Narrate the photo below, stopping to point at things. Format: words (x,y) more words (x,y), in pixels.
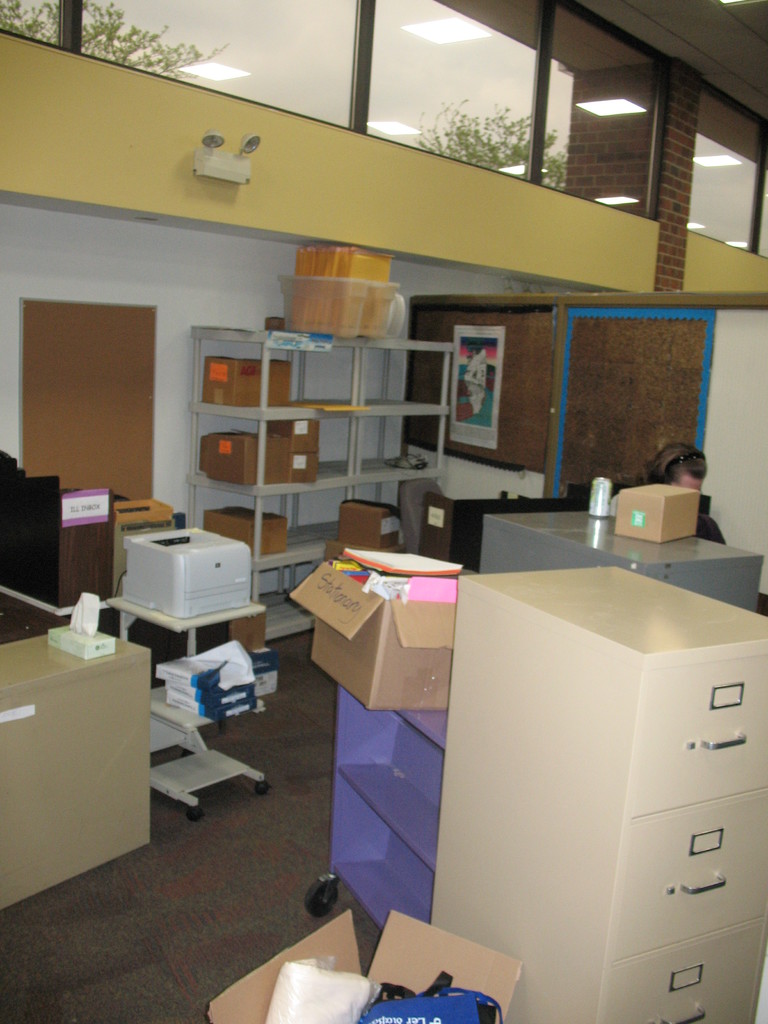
In this image we can see an office (337,868) containing a cupboard (572,826), cardboard boxes (406,698), books (355,573), printer (175,599), racks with some cardboard boxes (284,464), tin (598,503) and a cardboard box (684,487) on the table (537,537) and a board (506,404). We can also see a person (714,539) sitting. On the backside (696,197) we can see some windows (699,148), plants (555,163) and some ceiling lights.
